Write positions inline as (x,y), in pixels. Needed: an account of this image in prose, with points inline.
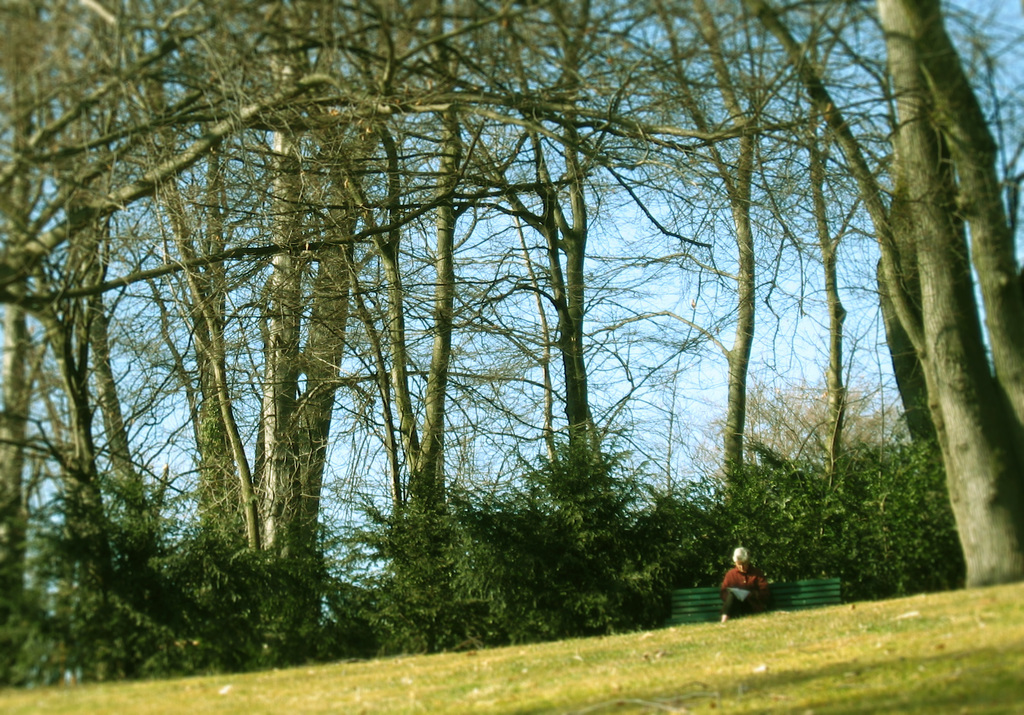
This picture might be taken from outside of the city and it is sunny. In this image, on the right side (743,598), we can see a person (761,592) sitting on the bench (792,596) and some trees (781,481). In the background (521,550), there are some trees (582,538). On top (622,215) there is a sky (778,282), at the bottom (235,708) there is a grass (219,681).
